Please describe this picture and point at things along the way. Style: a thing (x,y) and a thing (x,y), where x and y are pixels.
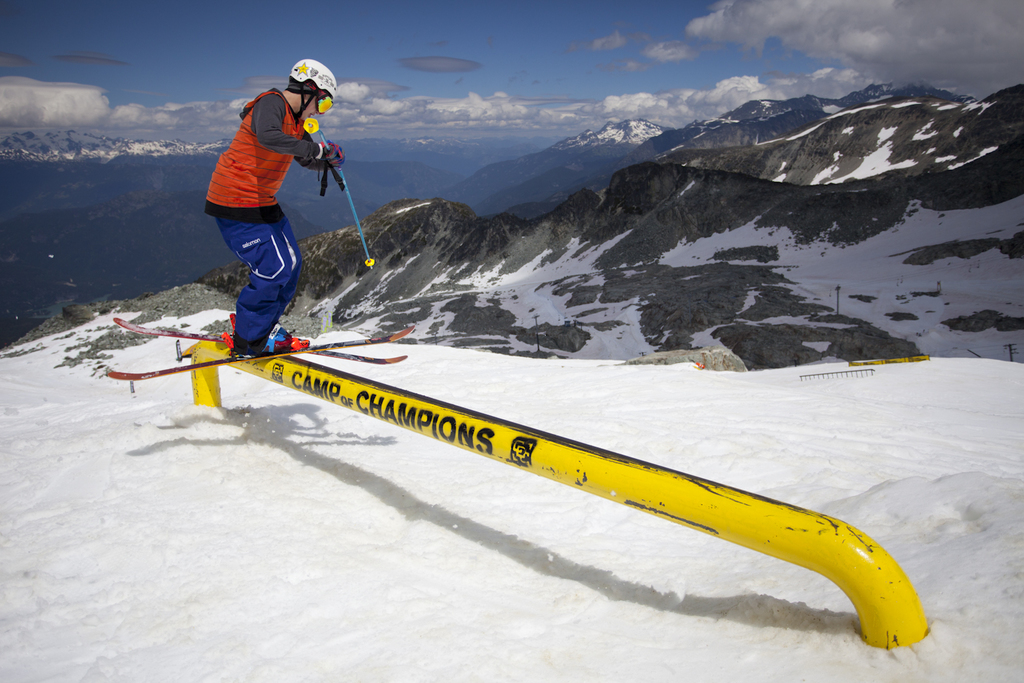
In the image we can see a person (254,197) standing, wearing clothes (268,155), gloves (323,150), helmet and shoes (237,351). These are the snow skiing (251,357) and snow skiing sticks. Everywhere there is a snow (276,465) white in color, this is a mountain (613,221) and a cloudy sky (561,96).
